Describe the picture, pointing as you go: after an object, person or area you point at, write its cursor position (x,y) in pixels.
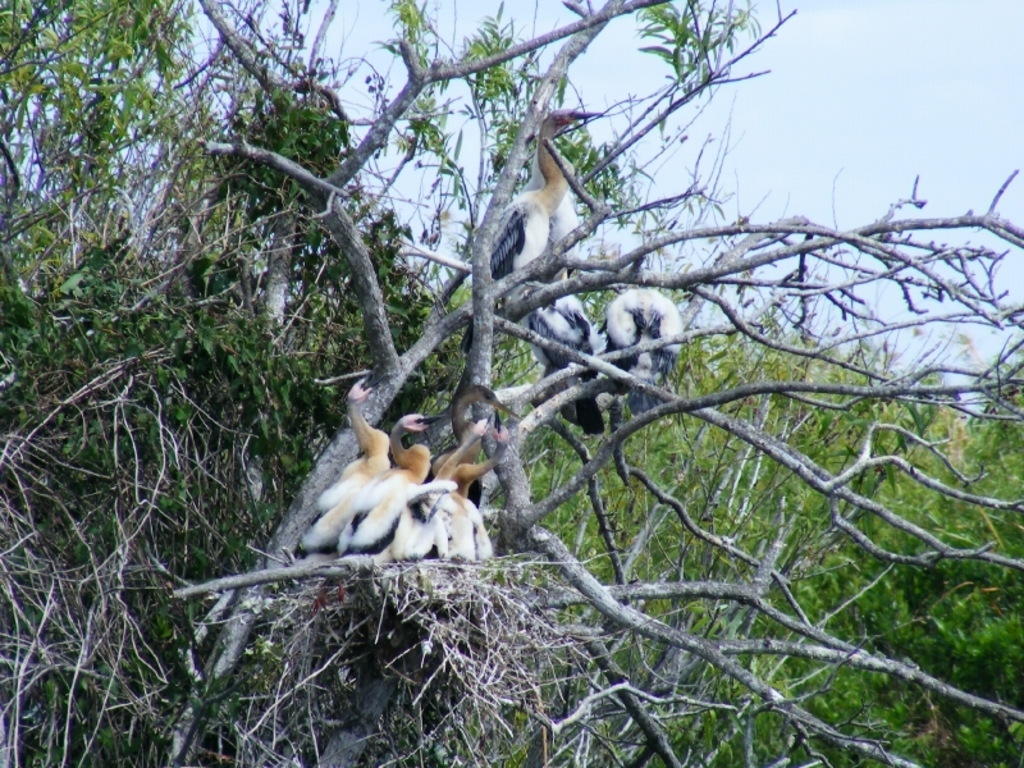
In this picture we can see some birds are on the trees (563,586).
